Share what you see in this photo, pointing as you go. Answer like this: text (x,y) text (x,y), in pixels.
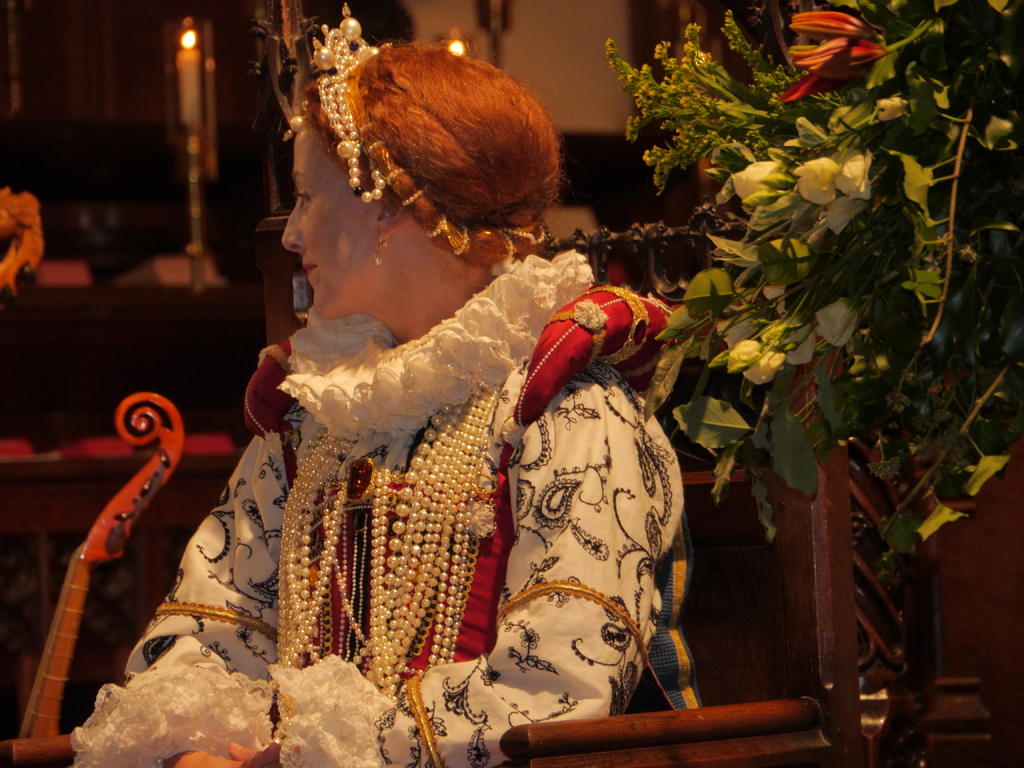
In this picture I can see there is a woman (462,505) sitting on the chair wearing some necklaces (452,497) and a crown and in the backdrop (189,33) there is a candle stand (195,121) and a wall (578,33).
